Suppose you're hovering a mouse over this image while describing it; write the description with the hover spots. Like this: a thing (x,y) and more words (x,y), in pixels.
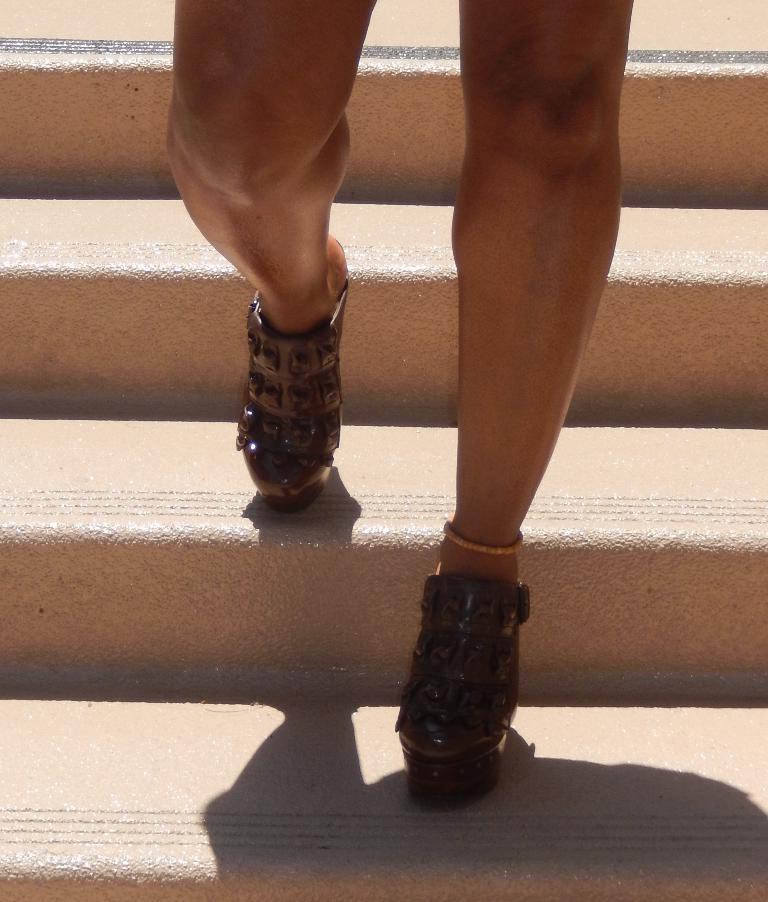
In the image we can see there is a person (286,329) standing on the stairs (654,472) and wearing boots (462,591).
